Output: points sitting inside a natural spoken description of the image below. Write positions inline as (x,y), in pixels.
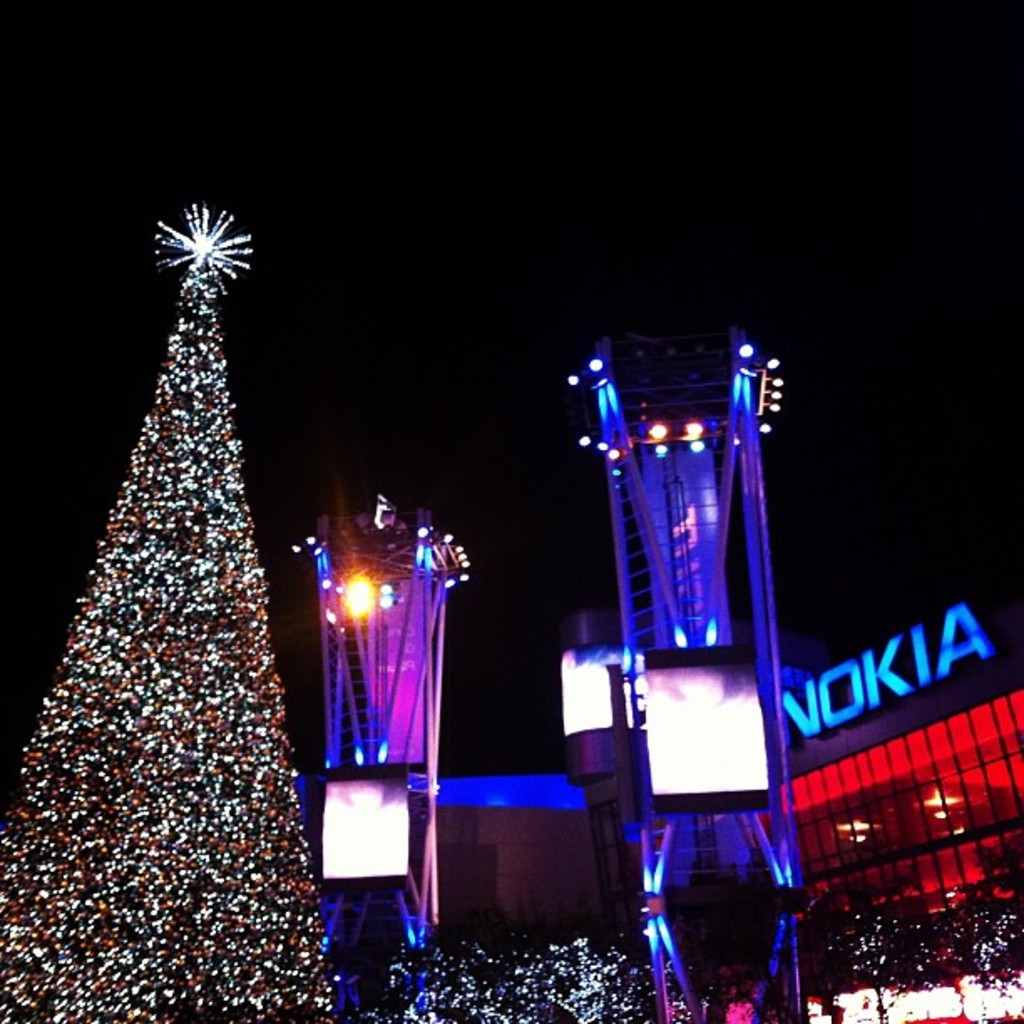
Here in this picture in the front (714,690) we can see two towers (432,600), that are decorated with lights (352,577) and we can see LED screens (370,806) on it over there and on the left side (230,702) we can see a Christmas tree (230,702) decorated with lights (251,982) and we can see small plants (540,955) in the bottom (1008,930), that are also decorated and on the right side (867,693) we can see a company name (856,699) present on the building (997,679) over there.
